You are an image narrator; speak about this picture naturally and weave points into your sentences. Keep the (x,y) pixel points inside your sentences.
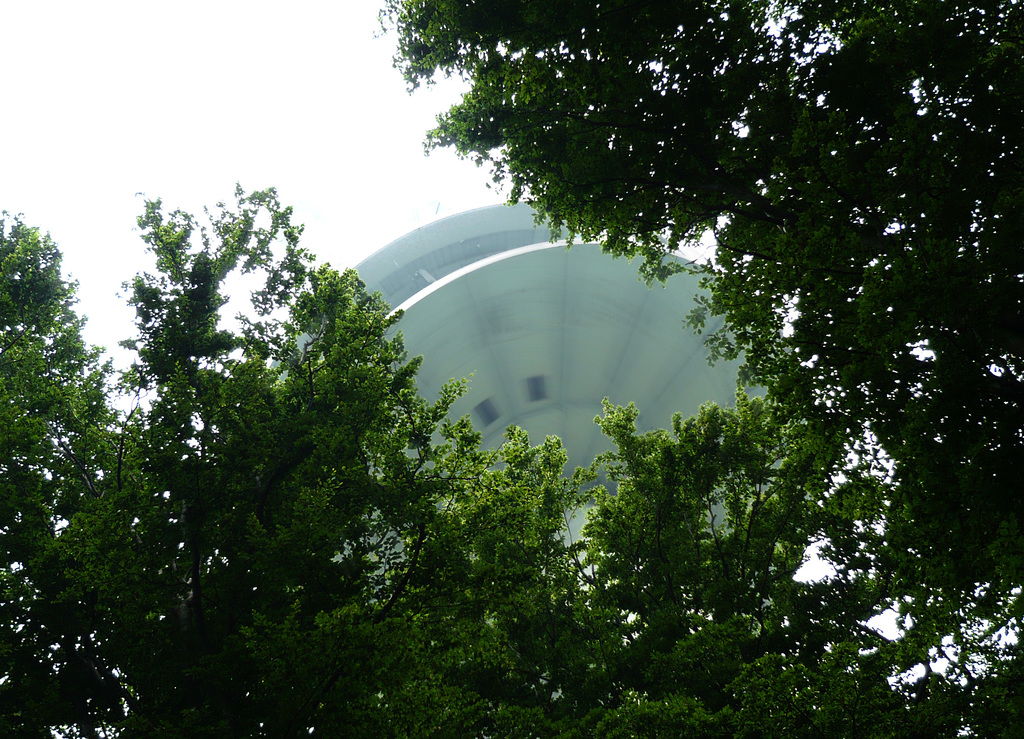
At the bottom of this image (334,599), there are trees (616,627) having green color leaves (407,556). On the right side (995,295), there are branches (972,80) of the trees (986,498) having green color leaves (990,513). In the background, there is an object (501,226) and there are clouds (393,168) in the sky (332,114).
